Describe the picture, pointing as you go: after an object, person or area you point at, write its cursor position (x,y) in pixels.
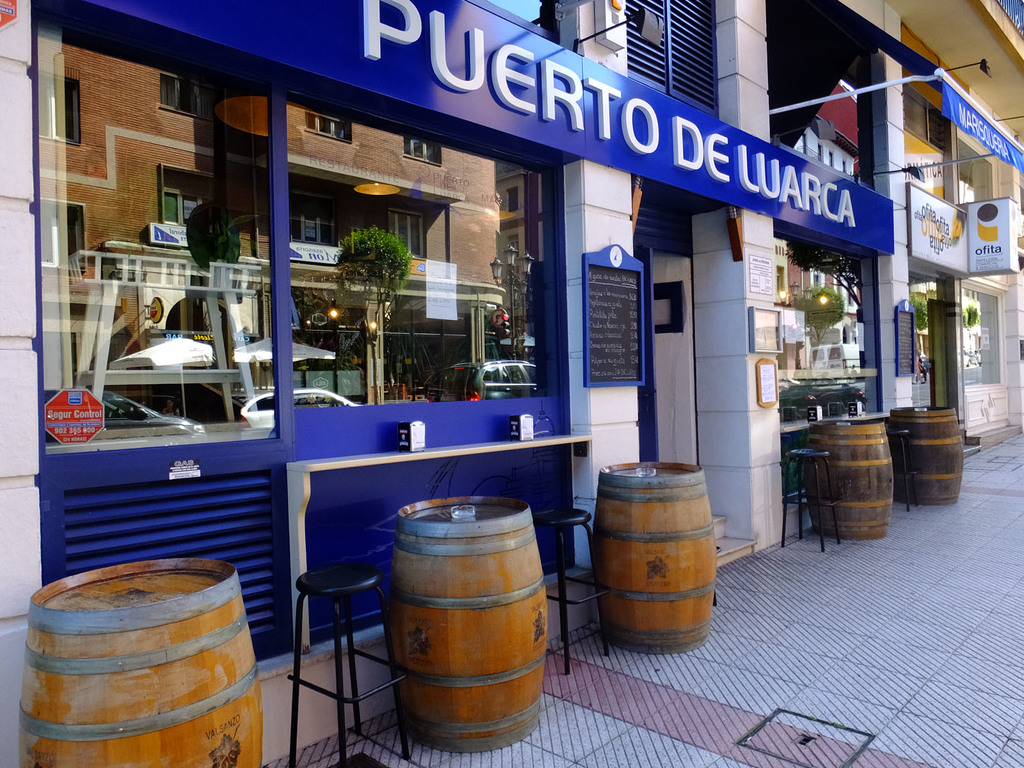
In the center of the image (471,367) we can see building (560,325), stores (543,316), boards (604,358), light (825,298), pole (822,101), wall (612,399), drums (494,554), tables (374,588), cars (169,419), glass (364,272), windows (418,330), trees (404,267) are present. At the bottom of the image (875,719) ground (989,535) is there.
